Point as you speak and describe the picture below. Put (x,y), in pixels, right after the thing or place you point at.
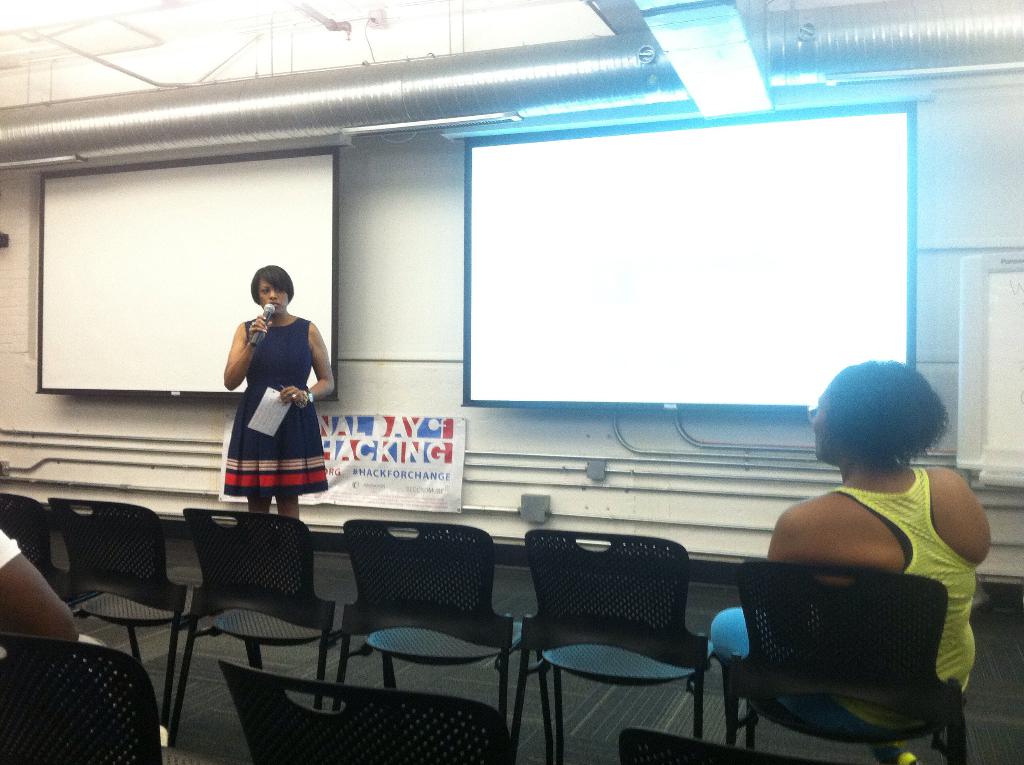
In this picture we can see a woman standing on the floor (327,563). These are the chairs (517,721). And there is a person (945,643) who is sitting on the chair (907,682). On the background (584,345) there are screens (518,244). This is the wall (435,299) and this is the light (715,82).
